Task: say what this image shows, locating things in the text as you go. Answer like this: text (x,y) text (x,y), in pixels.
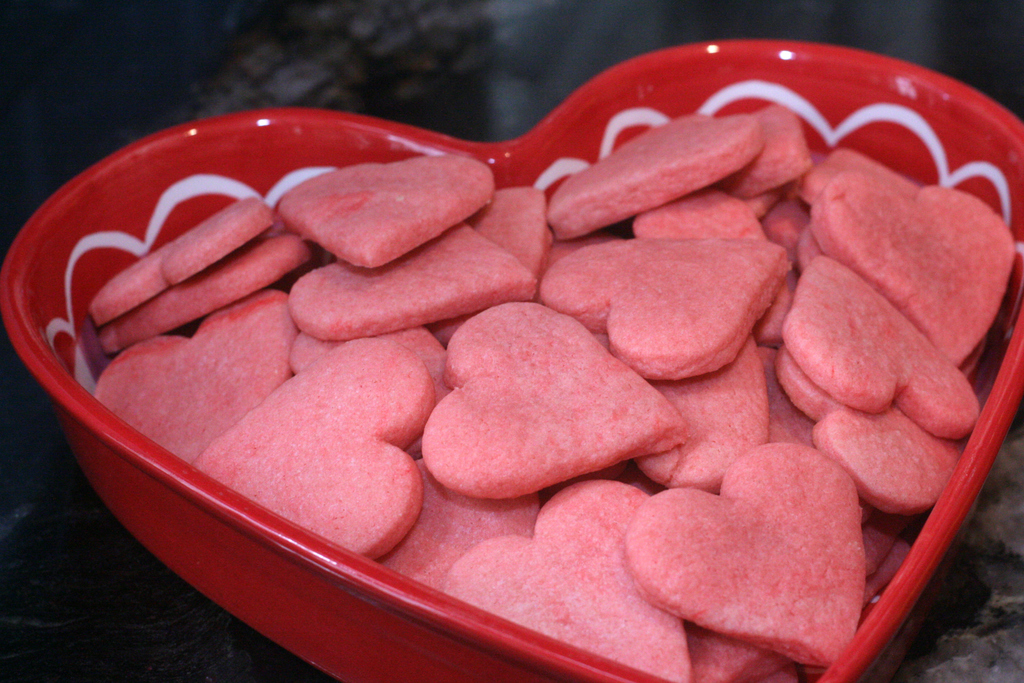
In this image we can see some heart shaped food items (548,356) in the bowl (805,67), and the background (465,23) is blurred.
